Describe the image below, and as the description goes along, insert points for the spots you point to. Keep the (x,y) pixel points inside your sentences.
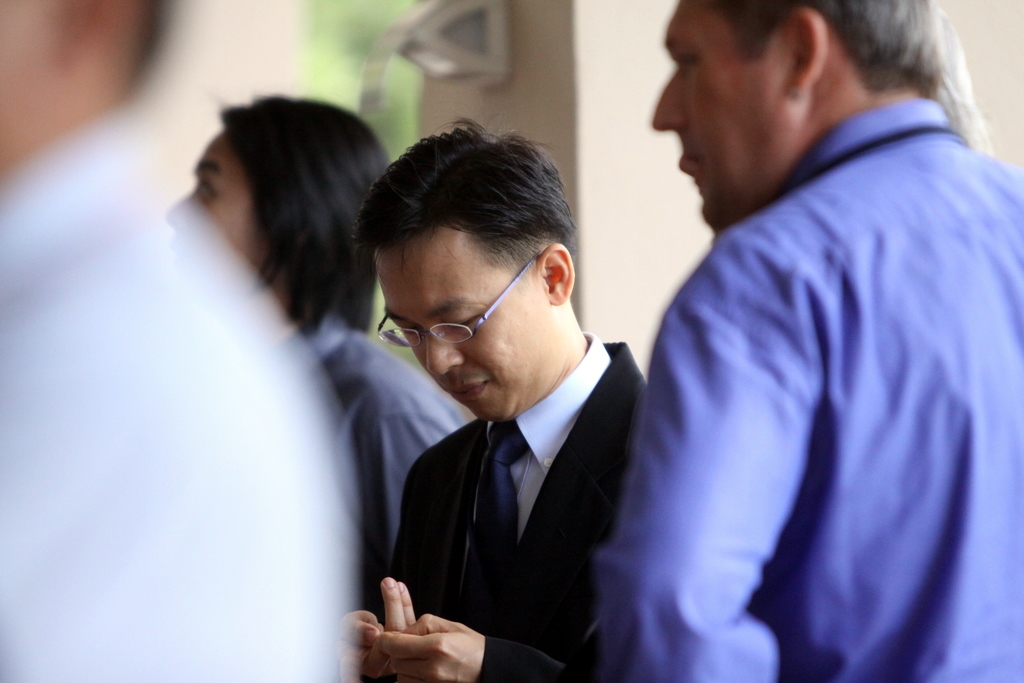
In this image we can see a group of people (607,437) standing. On the backside (622,232) we can see a device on a wall (540,90).
